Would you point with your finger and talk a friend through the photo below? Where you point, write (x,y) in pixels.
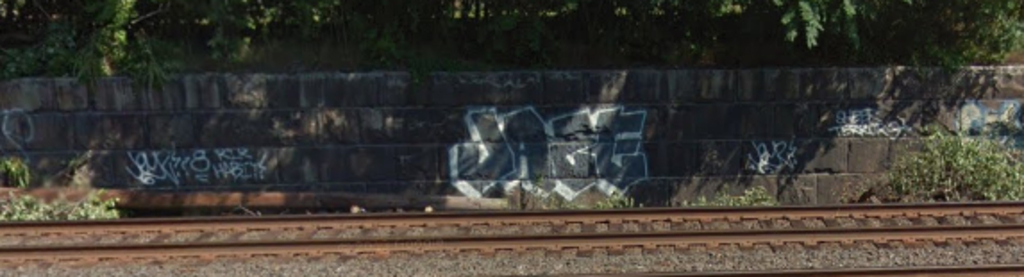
In this picture we can observe a railway track (128,235). There is a wall (485,165) on which we can observe white color painting (594,154). There are some plants (51,205) in front of the wall (357,126). In the background (529,49) there are trees (705,30).
